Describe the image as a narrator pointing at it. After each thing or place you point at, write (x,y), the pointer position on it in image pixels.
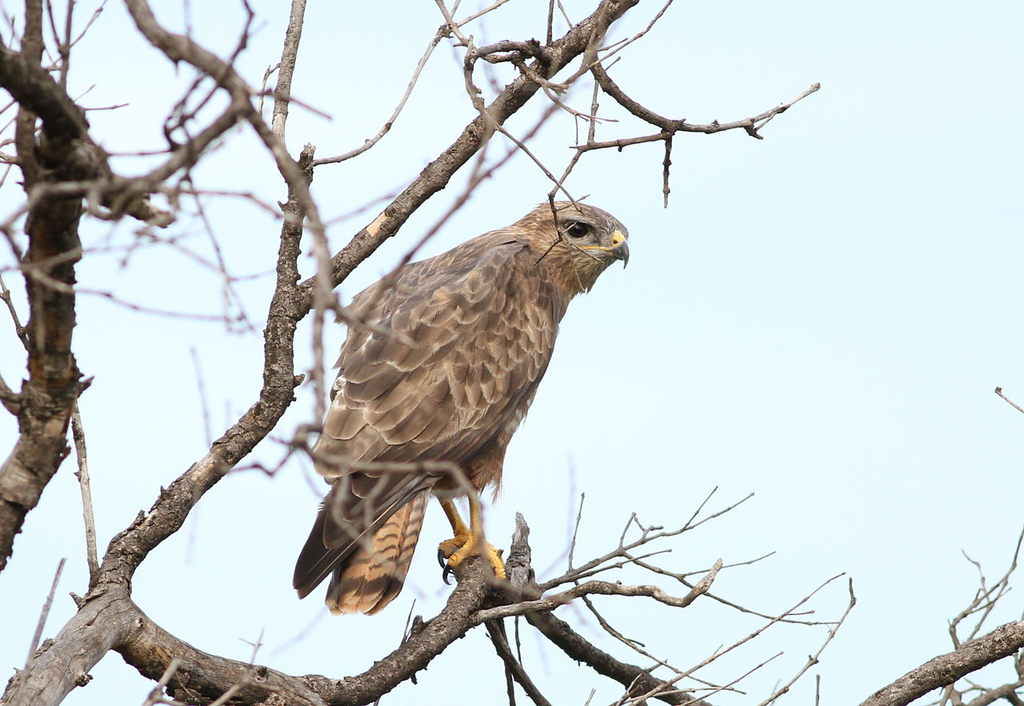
In the center of the image (473,430) we can see a bird (421,379) on the branch (154,655) of a tree (14,317). In the background (928,432), we can see the sky (855,307).
